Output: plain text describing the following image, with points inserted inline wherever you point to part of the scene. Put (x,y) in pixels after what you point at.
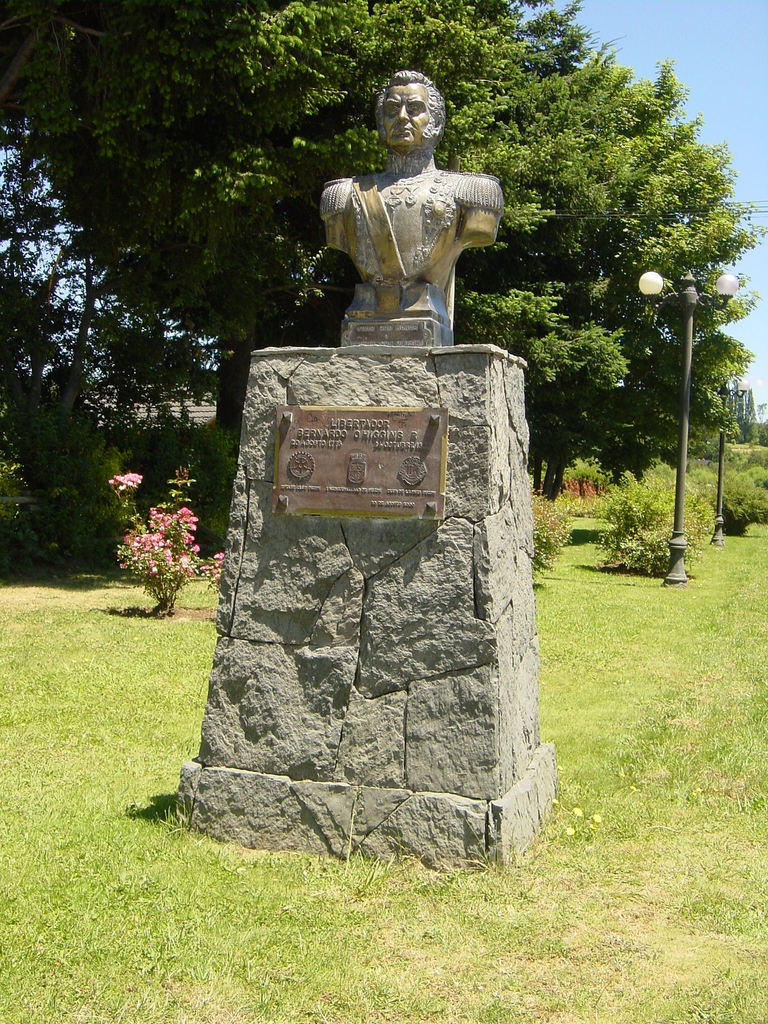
In this picture we can see a sculpture (374,343) on platform (377,370) and board (392,515) attached to the platform (480,610). We can see grass (762,543), plants (189,511), flowers (164,520), poles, lights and trees (672,304). In the background of the image (740,117) we can see the sky (743,129).
